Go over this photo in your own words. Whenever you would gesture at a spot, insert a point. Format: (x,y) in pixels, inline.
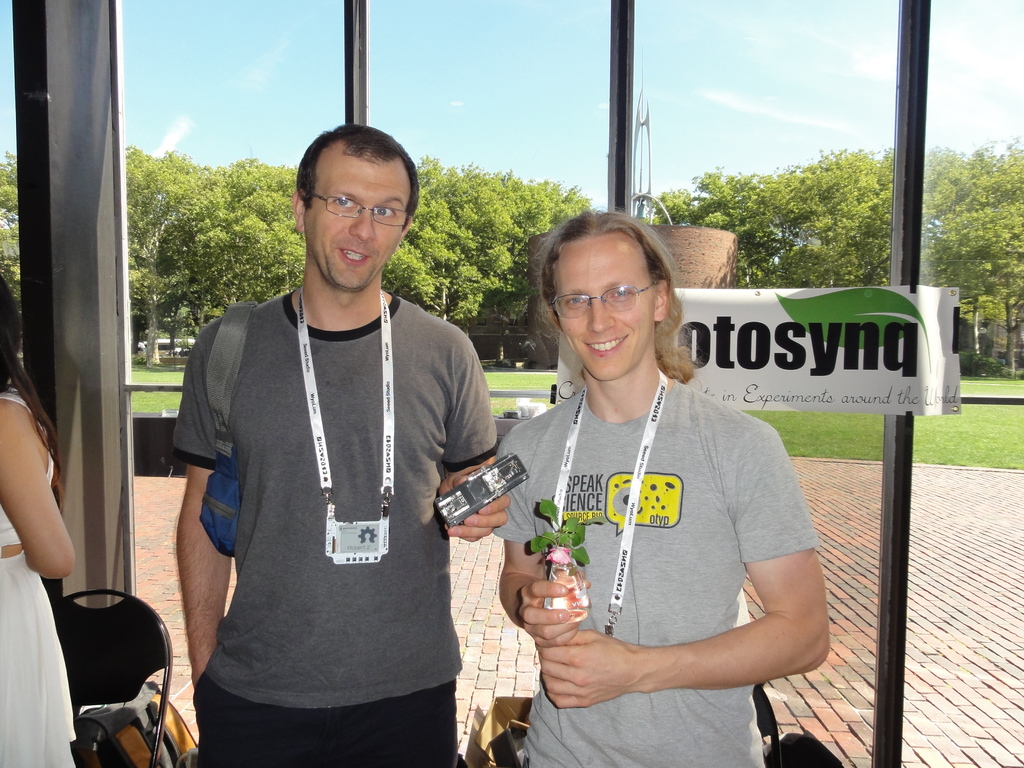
In the image there are two men (606,541) wearing id card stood in front of a glass wall (520,320), behind the glass (819,256) there are trees (816,212), grass (874,434) and sky (769,78) over the top.
